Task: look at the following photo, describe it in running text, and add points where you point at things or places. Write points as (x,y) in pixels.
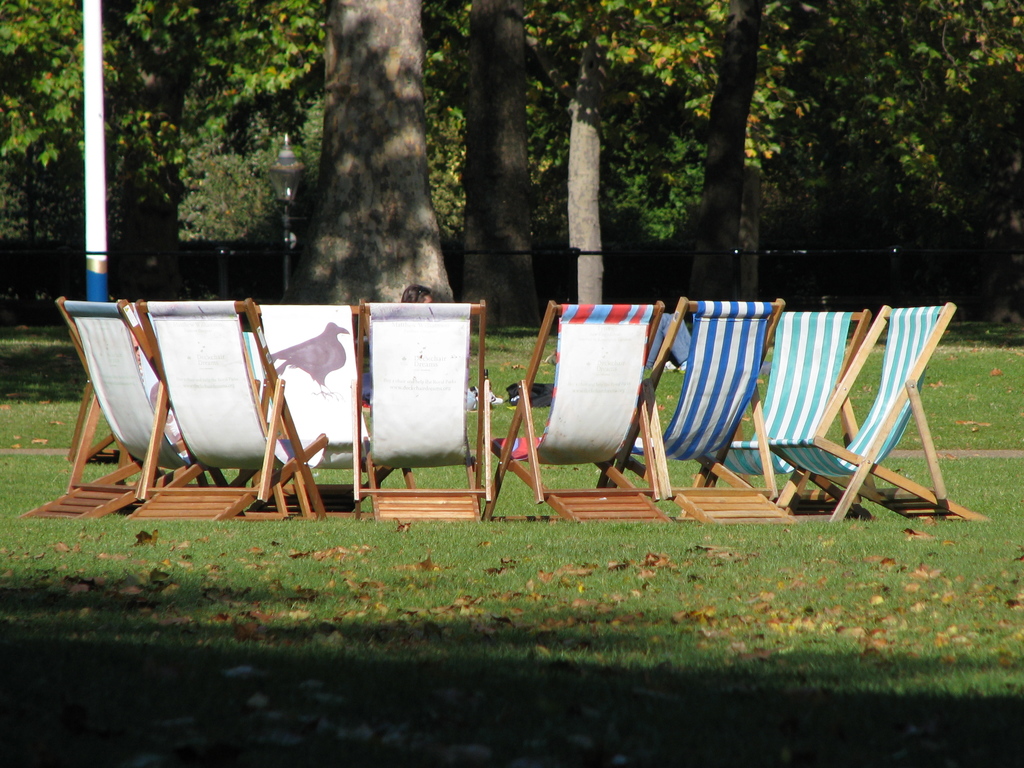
This place is looking like a garden (465,197). Here I can see some empty chairs (213,415) on the ground (631,593). At the bottom of the image (821,663) I can see the grass (798,652) and leaves (507,599). In the background (606,110) there are some trees (380,107). On the left side (98,140), I can see a white color pole (94,176).
